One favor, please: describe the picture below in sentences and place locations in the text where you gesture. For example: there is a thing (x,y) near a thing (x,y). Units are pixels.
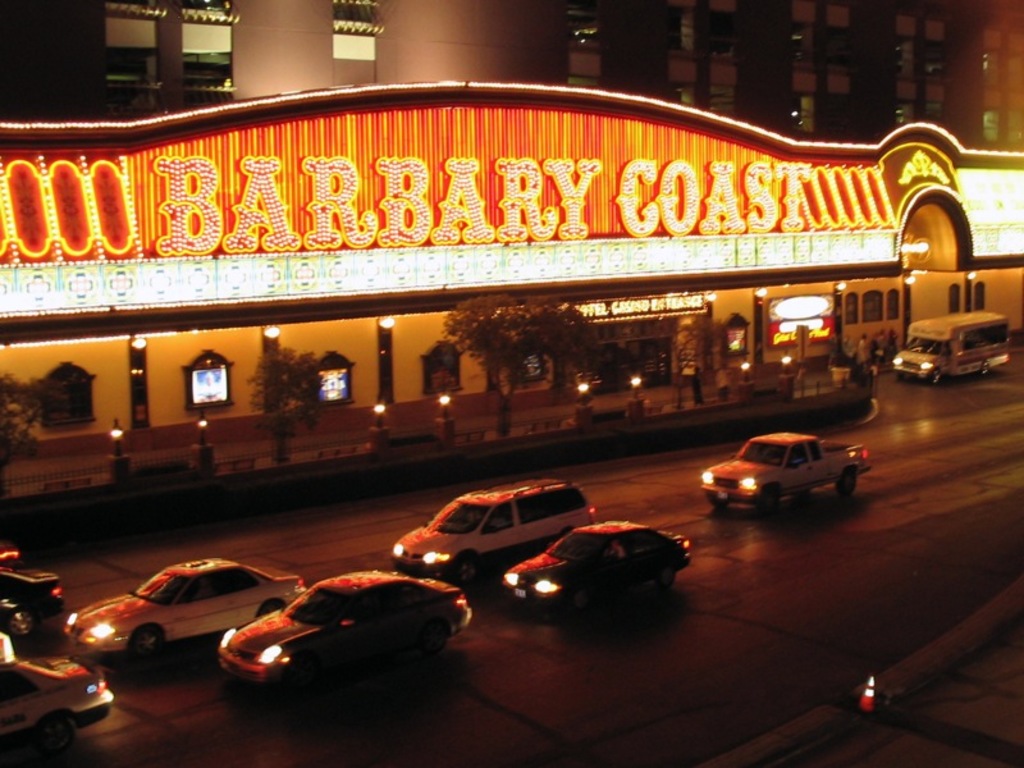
This is an image clicked in the dark. At the bottom (311,618) there are many cars (533,563) on the road (872,571). Beside the road (420,502) there are few trees (521,349). In the background (537,283) there is a building (202,271) and there are few letter blocks (179,216) attached to a wall (374,164) along with the lights (96,226).
